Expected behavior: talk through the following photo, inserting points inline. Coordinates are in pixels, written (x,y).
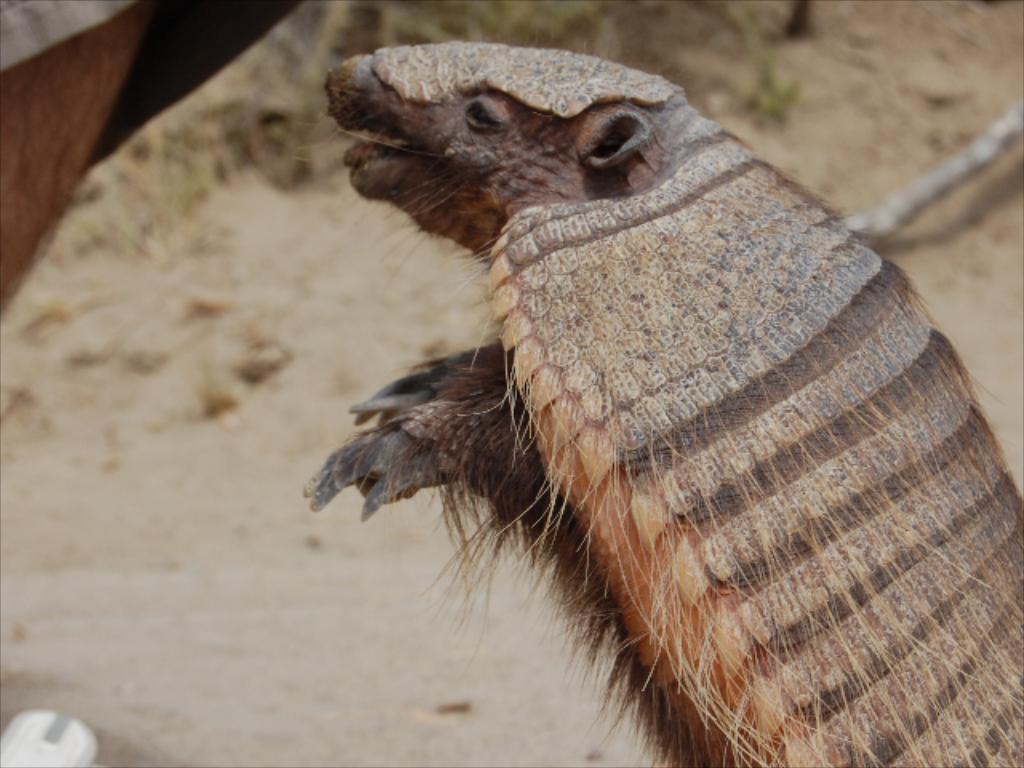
In this image I can see an animal (687,436) which is in cream and brown color. To the left (89,52) I can see the person (89,52). In the background (412,265) I can see the ground (906,181). On the ground (307,341) I can see the grass (471,19) and the stick (955,176).
